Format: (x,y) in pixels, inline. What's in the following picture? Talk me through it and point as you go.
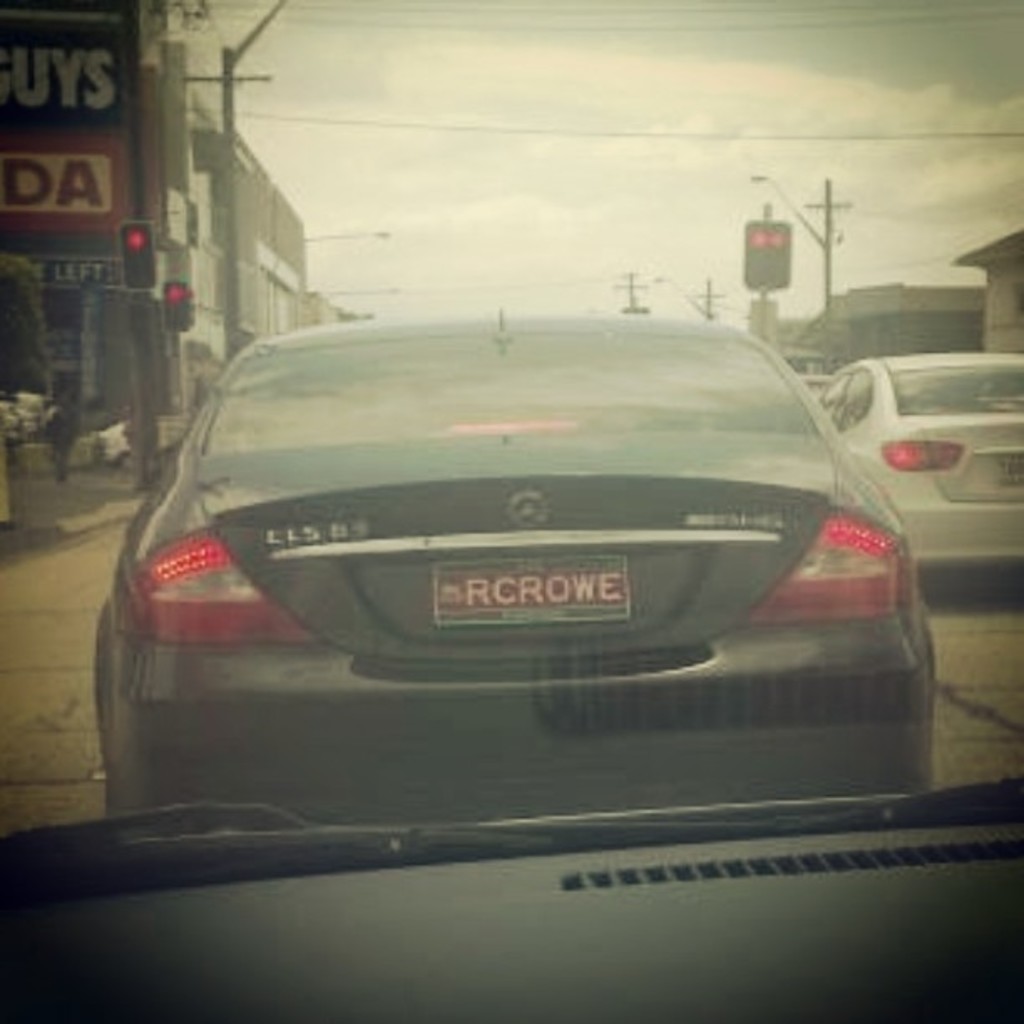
This image is taken in a car (402,926). In the middle of the image (482,557) there is a windshield (555,433) and through the windshield (397,429) we can see there are a few cars (592,522) parked on the road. There are a few poles (140,158) with street lights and there are a few signal lights (182,287). At the top of the image (616,86) there is the sky (542,155) with clouds (455,137) and there are a few wires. There are a few buildings (273,282) and there is a board (80,132) with a text (100,68) on it.
